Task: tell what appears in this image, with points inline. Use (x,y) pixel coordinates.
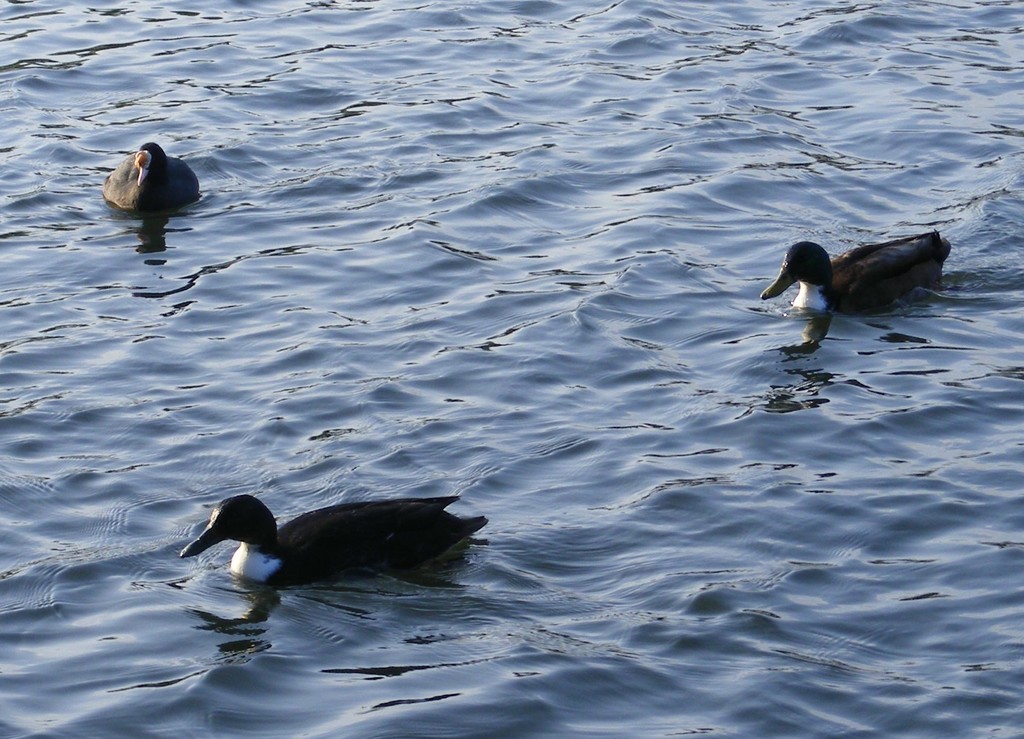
In the center of the image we can see, three ducks (329,543) in the water (656,376).
